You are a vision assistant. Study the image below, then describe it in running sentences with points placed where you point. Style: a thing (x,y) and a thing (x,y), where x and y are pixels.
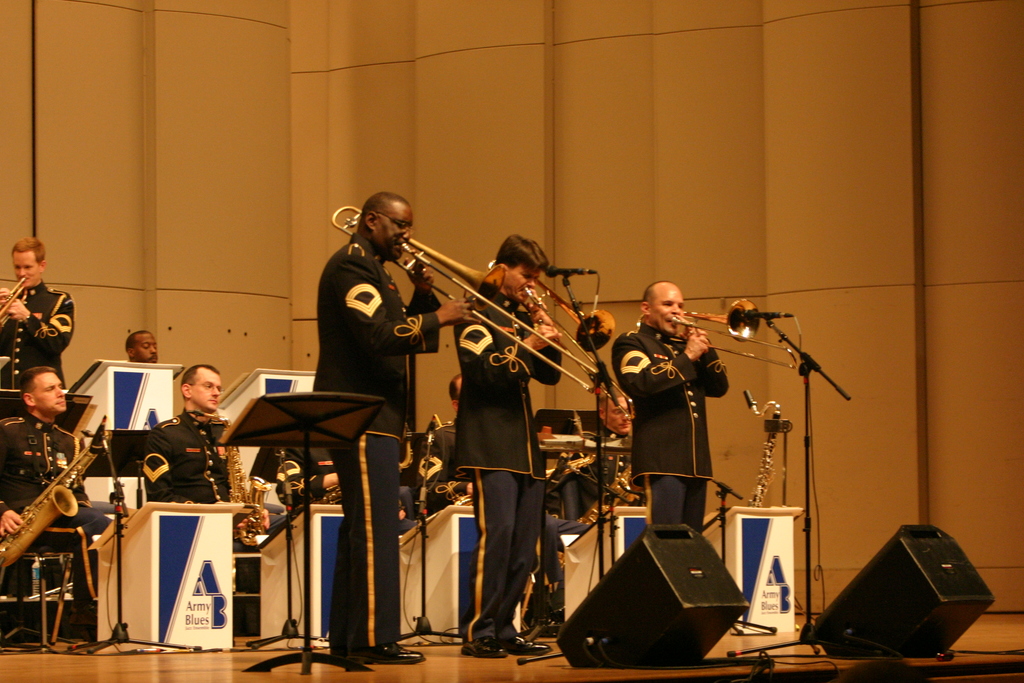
In the picture I can see a group of people (20,244) and they are holding the musical instruments (497,312). I can see a few of them (497,312) standing and a few of them (460,480) sitting on the chairs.
